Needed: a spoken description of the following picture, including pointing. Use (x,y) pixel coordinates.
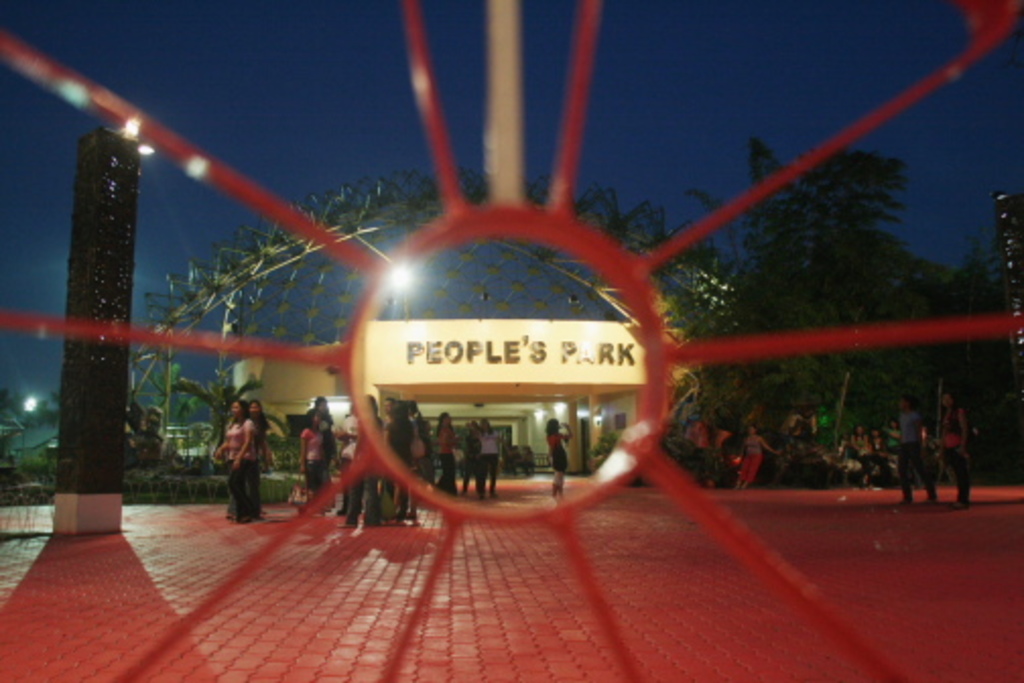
In this picture I can see few trees (867,270) and few people (413,447) are standing and I can see a building (402,393) with some text (587,355) on the wall (458,337) and I can see few lights (31,412) and a metal fence (695,352) and tall pillars (85,266) on both sides.
